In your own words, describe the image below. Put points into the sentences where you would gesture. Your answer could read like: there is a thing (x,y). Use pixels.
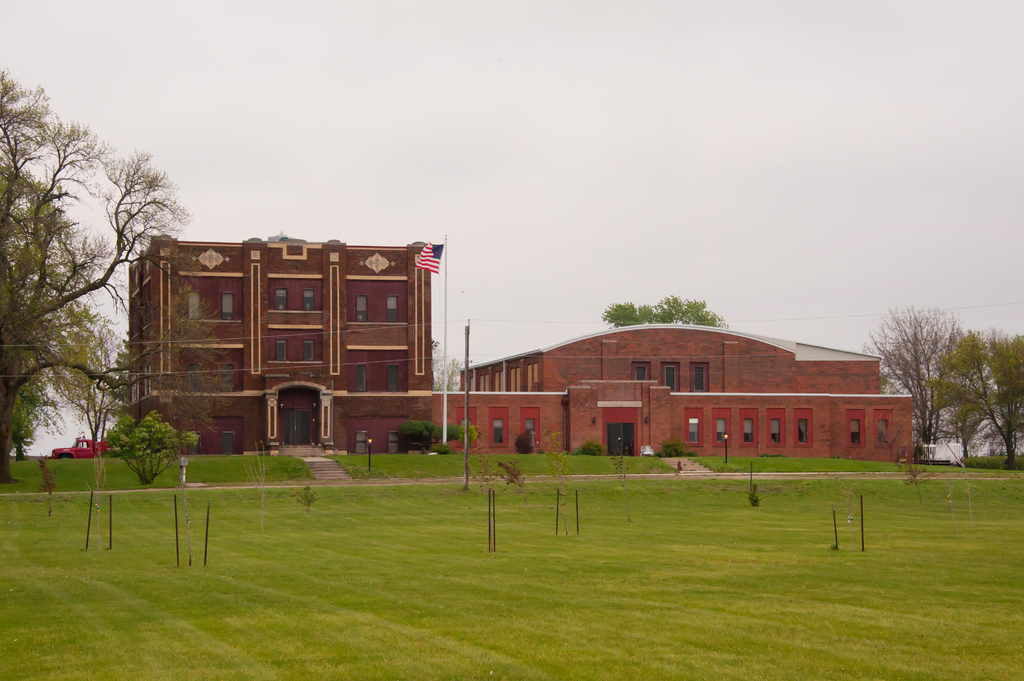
In this picture we can see grass (294,550), few trees (155,348), poles (469,330) and buildings (577,377), and also we can see a flag (418,262) and a truck (85,441).
